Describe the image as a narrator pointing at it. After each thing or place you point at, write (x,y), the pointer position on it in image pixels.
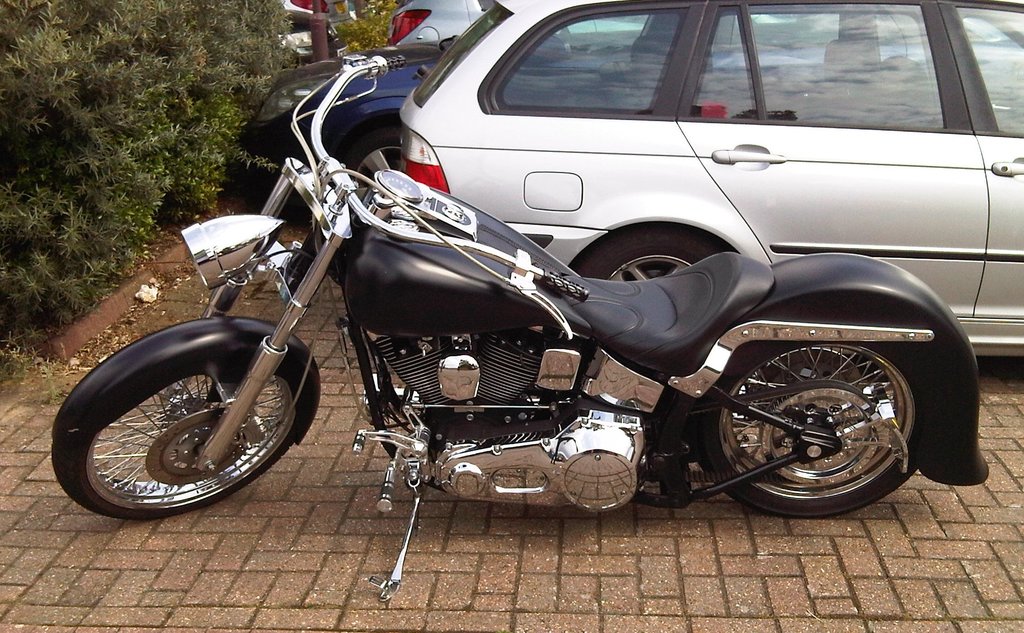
In the foreground of the picture (327,267) there is a bike (521,469) on the pavement (347,557). On the left (173,97) there are plants (251,49). In the background (480,51) there are cars (425,57) and a pole (313,28).
